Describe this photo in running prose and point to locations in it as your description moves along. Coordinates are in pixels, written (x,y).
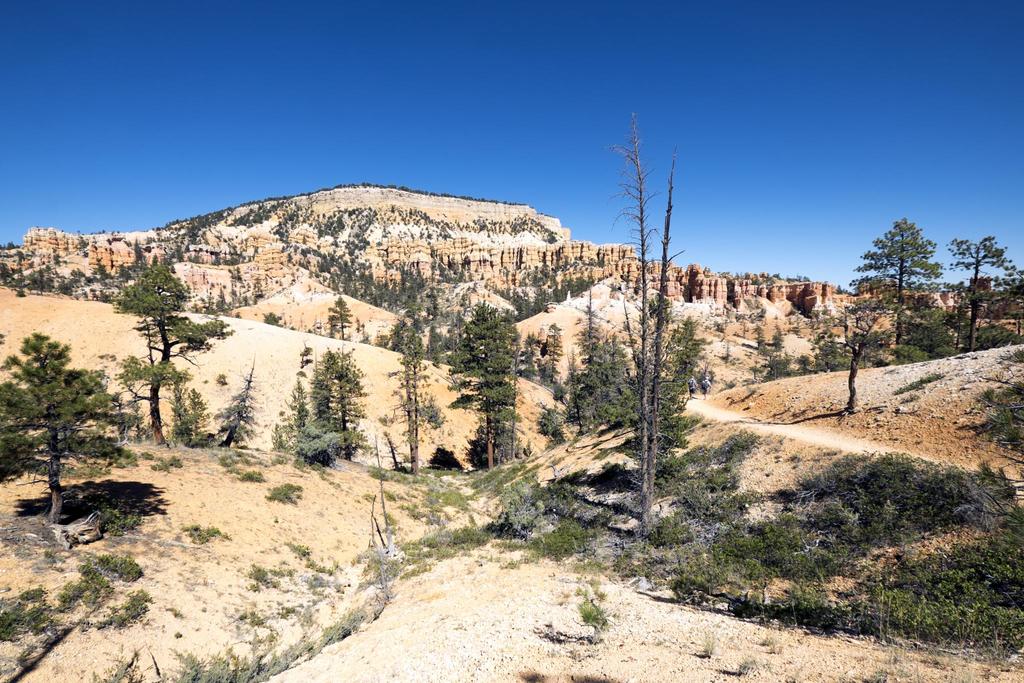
The picture is clicked in a desert (363,518) where there are many trees (469,402).
